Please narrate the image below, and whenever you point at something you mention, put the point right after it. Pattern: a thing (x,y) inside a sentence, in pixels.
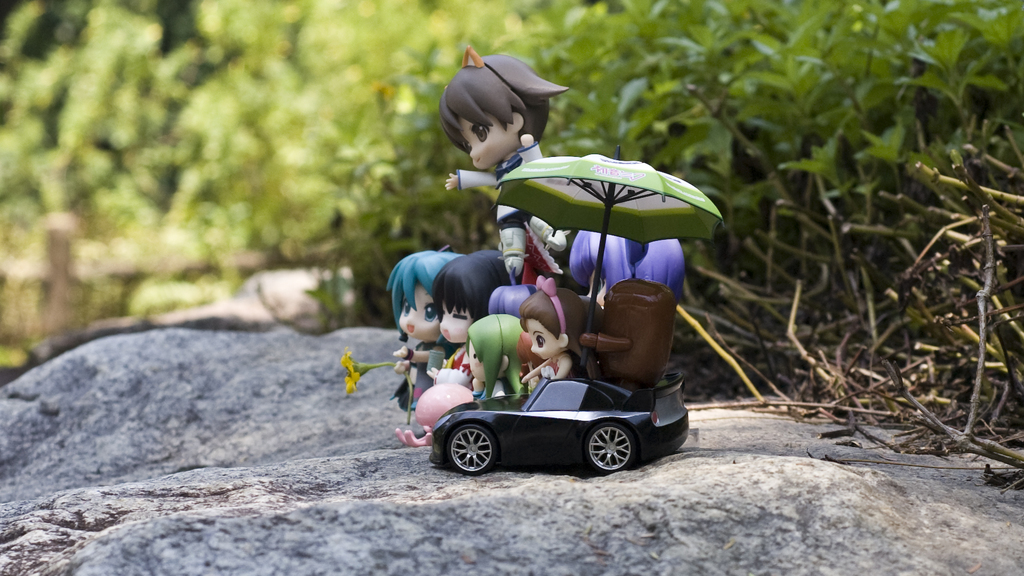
In this image, I can see the toys (533,427) on a rock (433,497). On the right side of the image (894,248), there are plants (810,175). The background (102,271) is blurry.
